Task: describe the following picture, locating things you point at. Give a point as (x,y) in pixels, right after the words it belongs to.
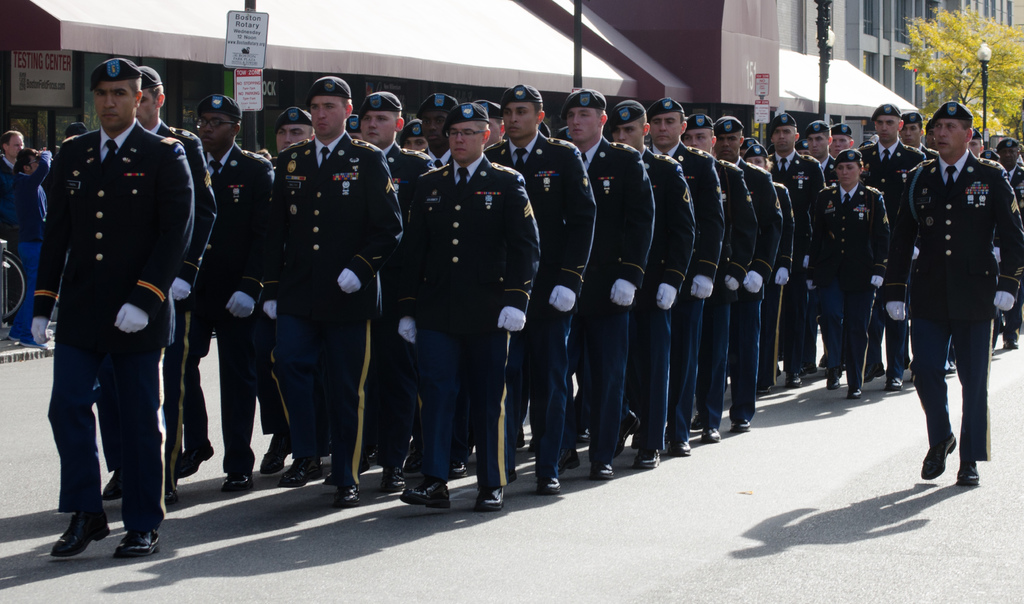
In this picture there are people (595,265) walking on the road (715,544) and wore caps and gloves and we can see lights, poles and boards (63,103). In the background of the image (24,170) few persons (23,177) standing and we can see building (902,72) and tree (956,93).
